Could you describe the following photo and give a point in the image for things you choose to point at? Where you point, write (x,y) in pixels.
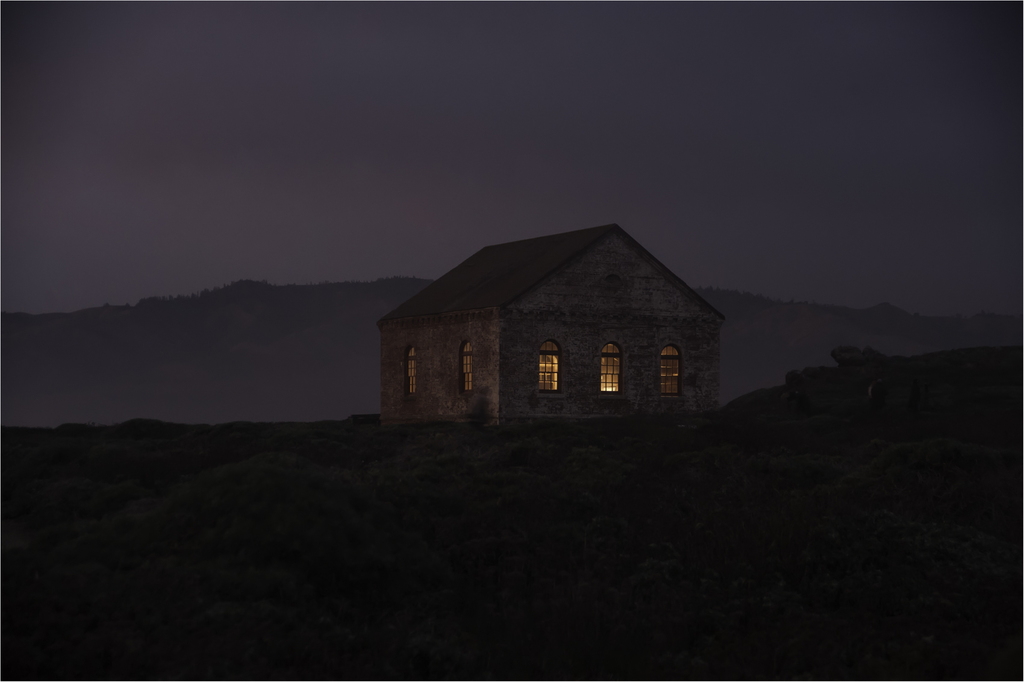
There is a building (540,367) with windows (547,381). It is on a hill (460,495). In the background (284,332) there is hill (309,292) and sky (478,183).
